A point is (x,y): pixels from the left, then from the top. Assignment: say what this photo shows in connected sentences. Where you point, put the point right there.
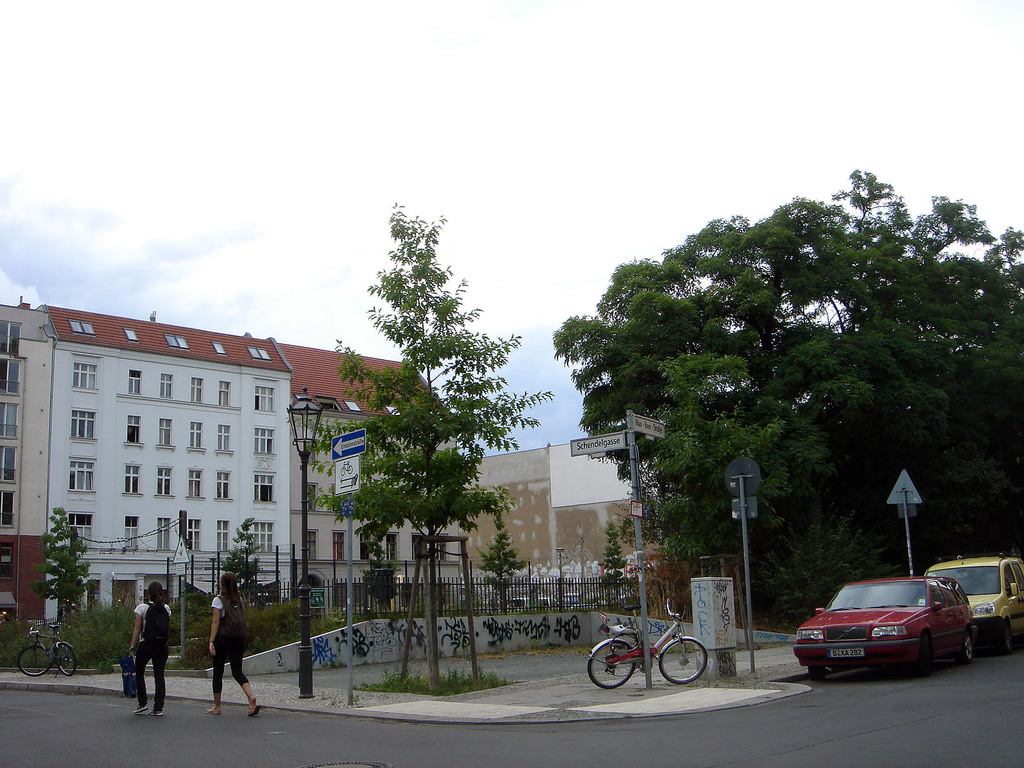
In this image we can see a building (286,501), there are some poles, sign boards (186,560), trees (697,546), plants (115,627), vehicles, people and fence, in the background (515,80) we can see the sky (509,95).
